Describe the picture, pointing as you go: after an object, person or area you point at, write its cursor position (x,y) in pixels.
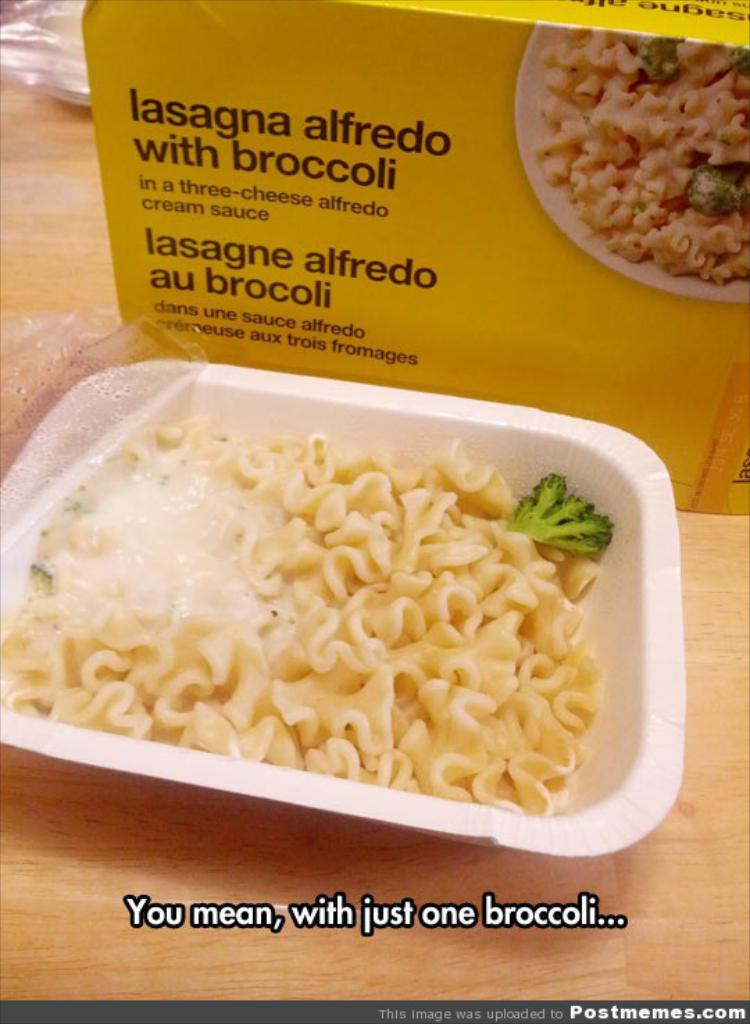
As we can see in the image there is a table (208,933). On table (35,312) there is a bowl (603,441) and box (410,191). In bowl (594,445) there is dish (232,527) and in box (277,225) there is something written.
